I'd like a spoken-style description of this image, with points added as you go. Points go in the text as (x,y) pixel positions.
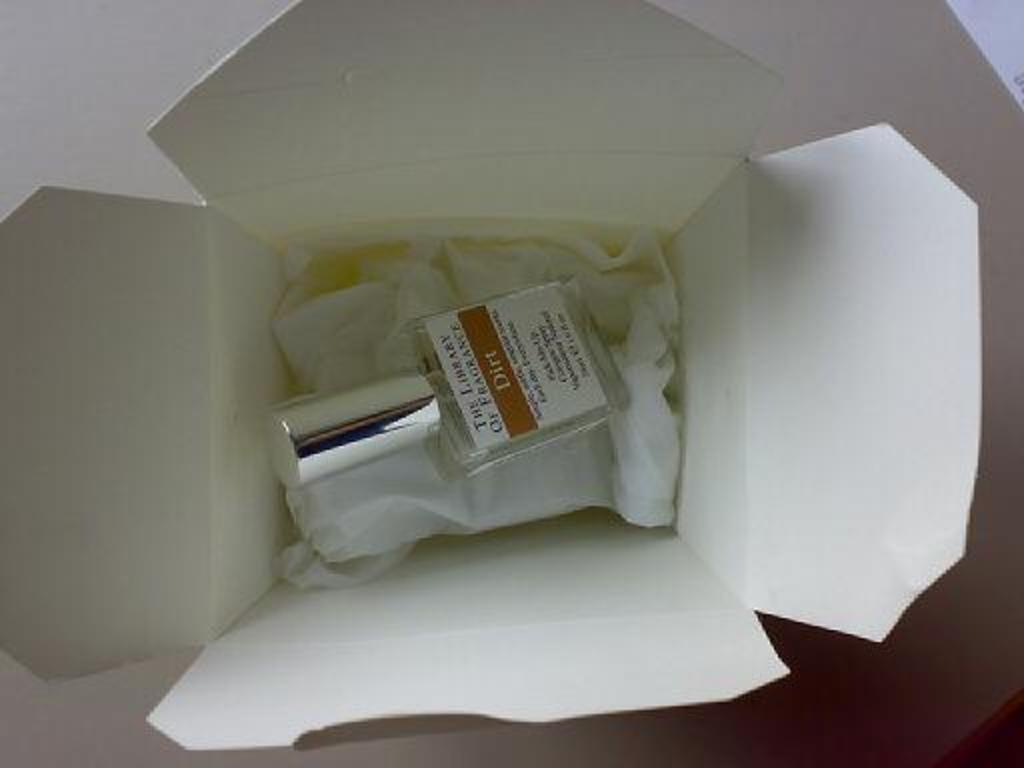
In the picture I can see a bottle (455,406) which has a label (460,389) and something (546,339) written on it. I can also see white color tissue paper (509,468) in a box (244,377). The box (102,297) is on a surface (143,26).
